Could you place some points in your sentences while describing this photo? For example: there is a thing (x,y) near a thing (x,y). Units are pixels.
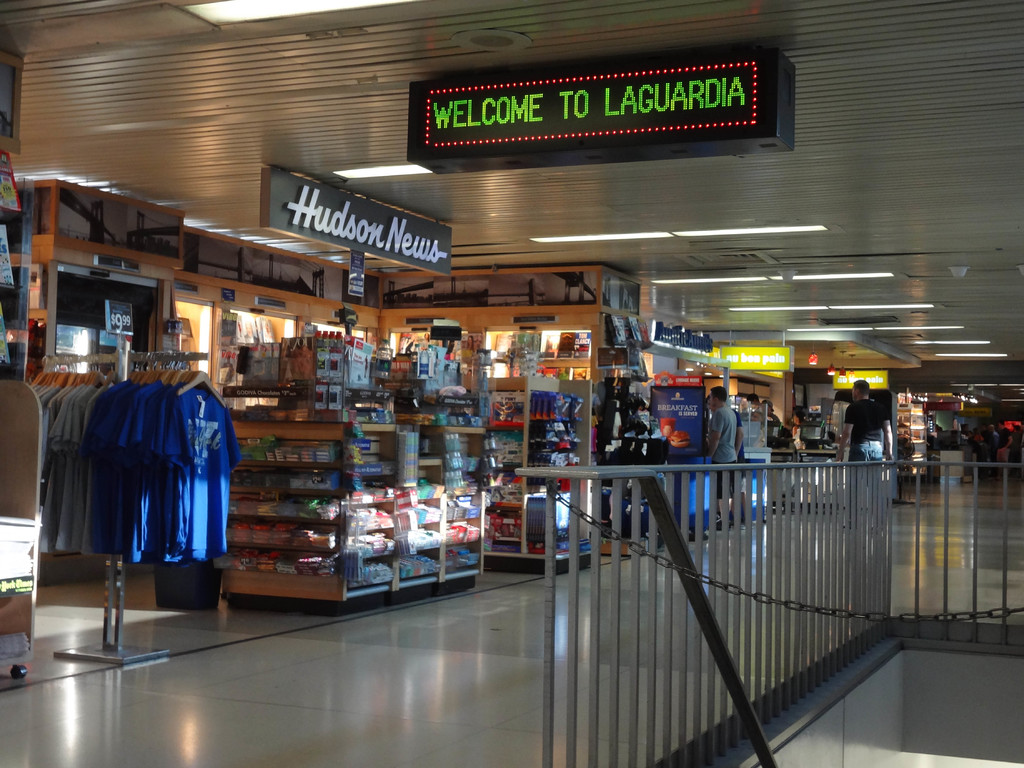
In this image there are few shops (70,287) in the airport (799,603), there is a chain (835,609), fence (562,470), few object (478,394) arranged in the racks (485,467), some clothes (204,539) to the hangers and a board (527,124) attached to the roof (489,249) and some name board (444,255) to the shops (73,273).
